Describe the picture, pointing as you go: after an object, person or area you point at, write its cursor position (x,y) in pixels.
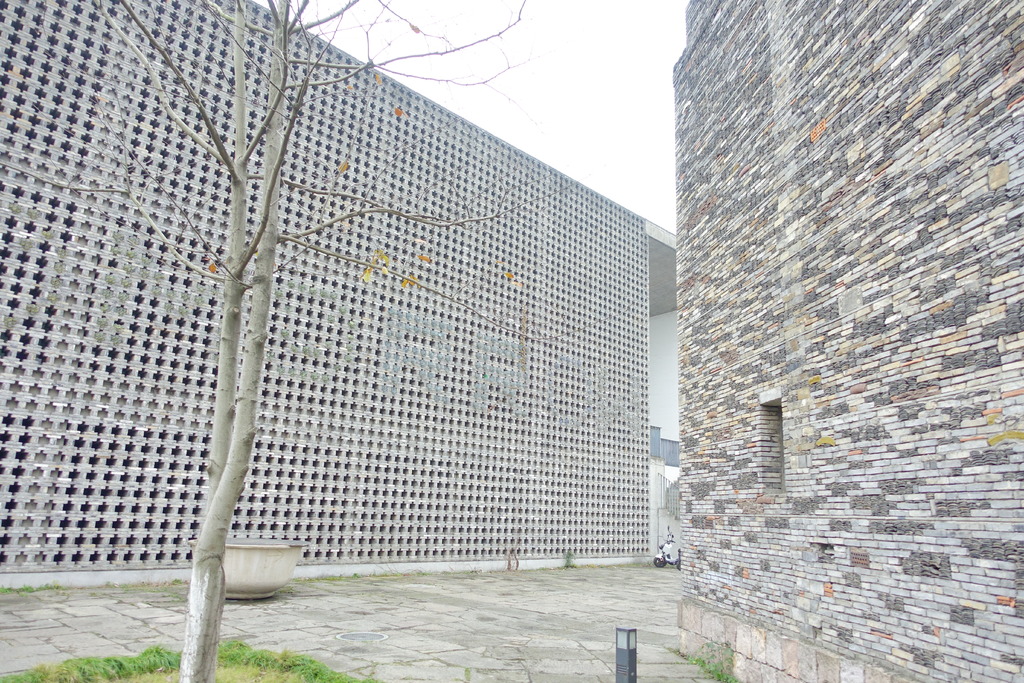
In the image we can see there are buildings (512,367) and there is a tree (194,605) on the ground (75,641). There is grass (229,663) on the ground (225,663) and there is a bike (673,554) parked on the ground (337,601). There is a clear sky (567,144).
